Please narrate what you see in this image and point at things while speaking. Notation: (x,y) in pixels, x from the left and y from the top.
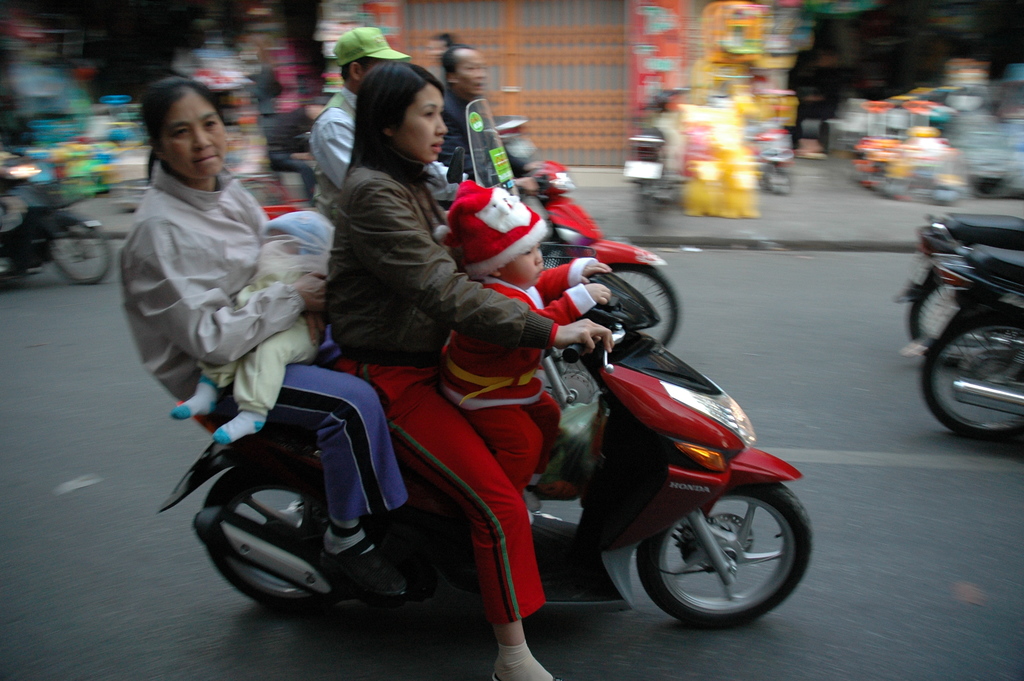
In the image there are two ladies (472,328) with two babies (497,279) on a bike (734,452), it's on a road (280,655) and on the side there are some stores (142,43).
